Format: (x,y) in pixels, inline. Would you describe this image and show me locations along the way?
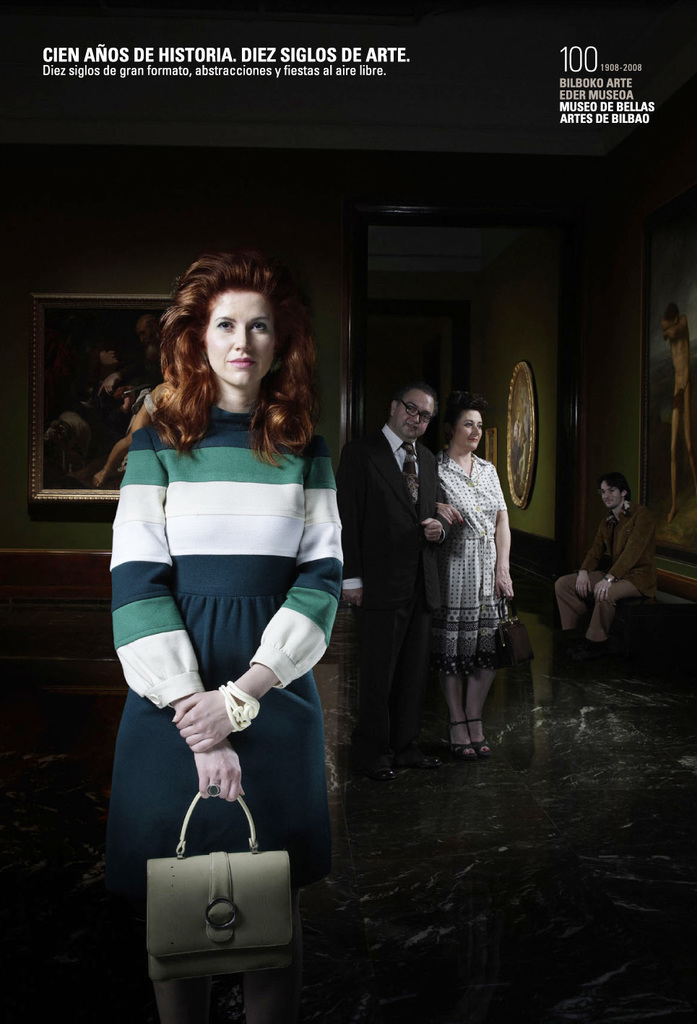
In this picture we can see few people (338,514), on the left side of the image (175,592) we can find a woman (200,514), she is holding a bag (268,952), in the background (152,344) we can find few paintings (648,489) on the walls (472,364).
